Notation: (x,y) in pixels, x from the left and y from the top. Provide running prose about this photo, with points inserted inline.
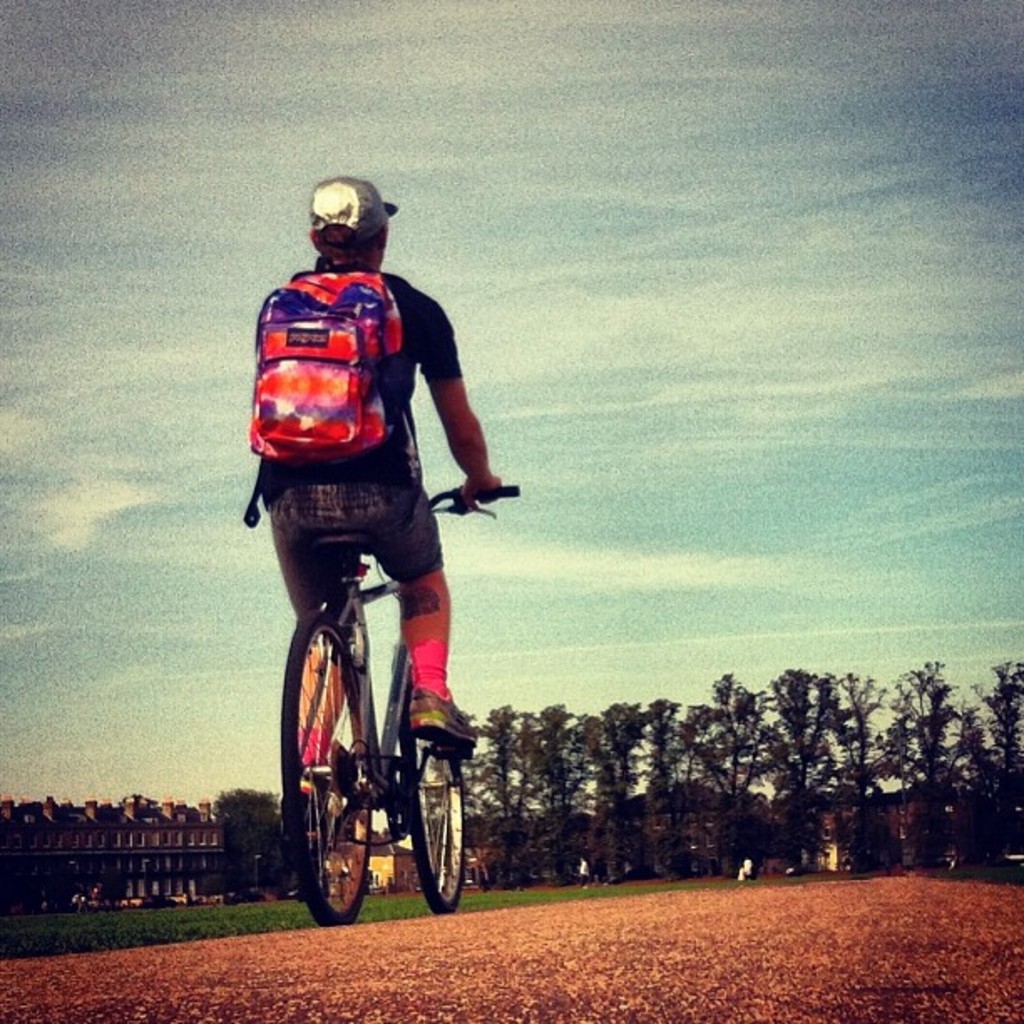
In the image we can see there is a person (356,488) who is sitting on bicycle (387,768) and in front there are lot of trees (584,844) and the sky (531,573) is cloudy.
